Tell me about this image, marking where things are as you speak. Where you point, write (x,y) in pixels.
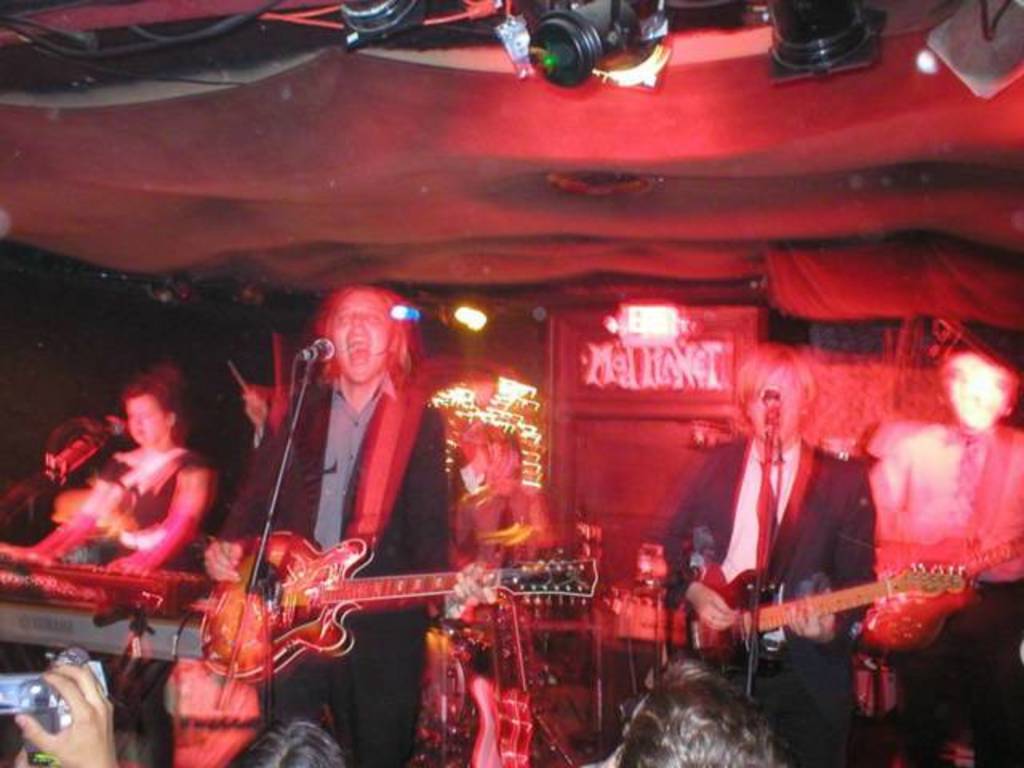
In this picture there are group of people (761,432) those who are singing on the stage (844,419) by holding the guitars (367,546) and there is mic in front of them, there are people (285,738) those who are standing in front of the stage (424,652) taking the videos.
